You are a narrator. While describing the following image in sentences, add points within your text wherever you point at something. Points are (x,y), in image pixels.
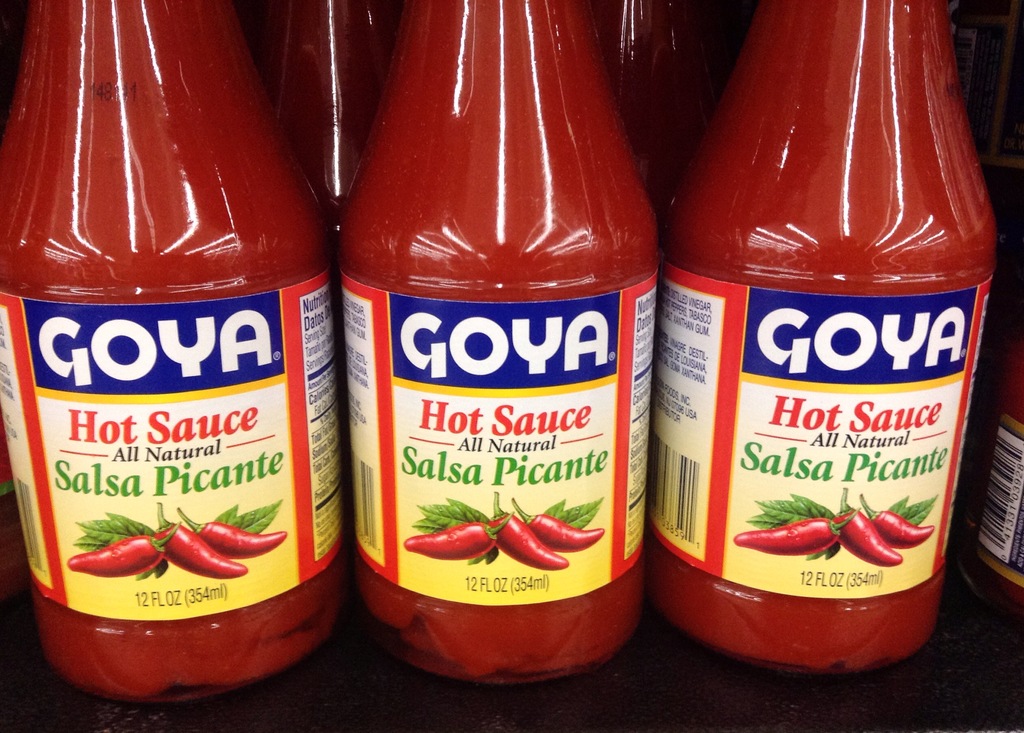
In this image there are few bottles (486,268). On each bottle (433,464) there is a label (357,475) having a picture (190,519) of red chilies (179,532), leaves (241,524) and some text (160,459) on it.
